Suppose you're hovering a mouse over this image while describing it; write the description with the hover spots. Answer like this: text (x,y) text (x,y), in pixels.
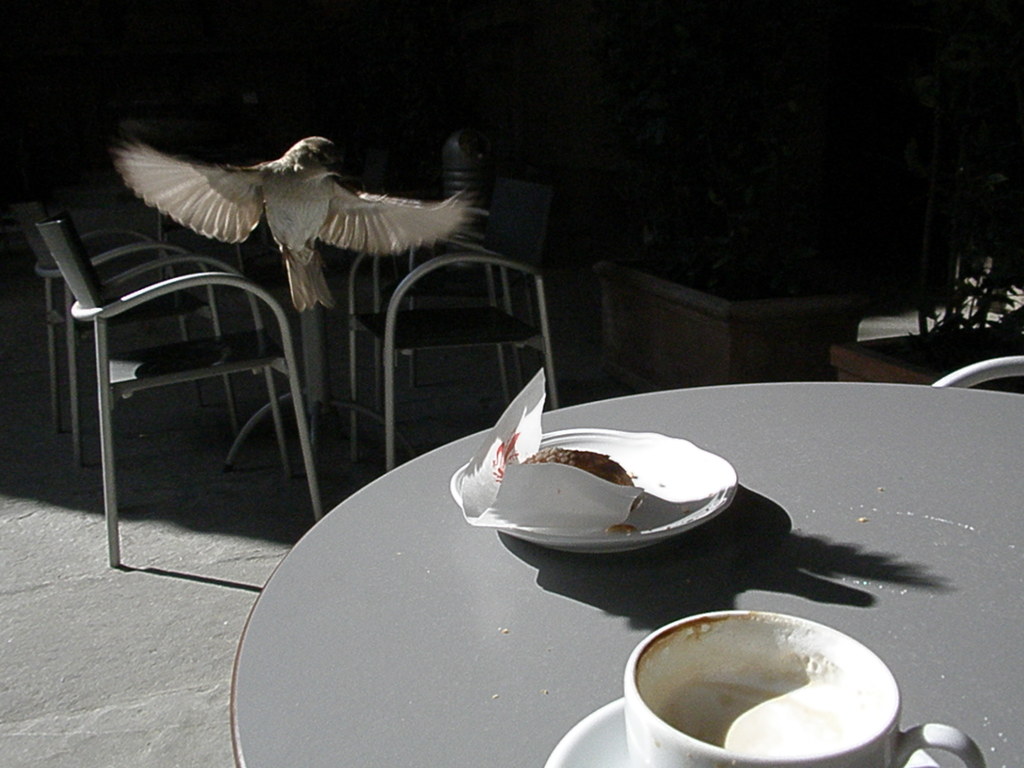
There is a table (558,556) and on this table (630,617) there is a plate (694,500) and some food item (595,459) on this plate (715,507). And a cup (641,718) and saucer (594,737) is on the table (609,677). A bird (345,245) is flying. And some chairs (432,311) are kept in the background (373,294). A box (684,319) is there.
